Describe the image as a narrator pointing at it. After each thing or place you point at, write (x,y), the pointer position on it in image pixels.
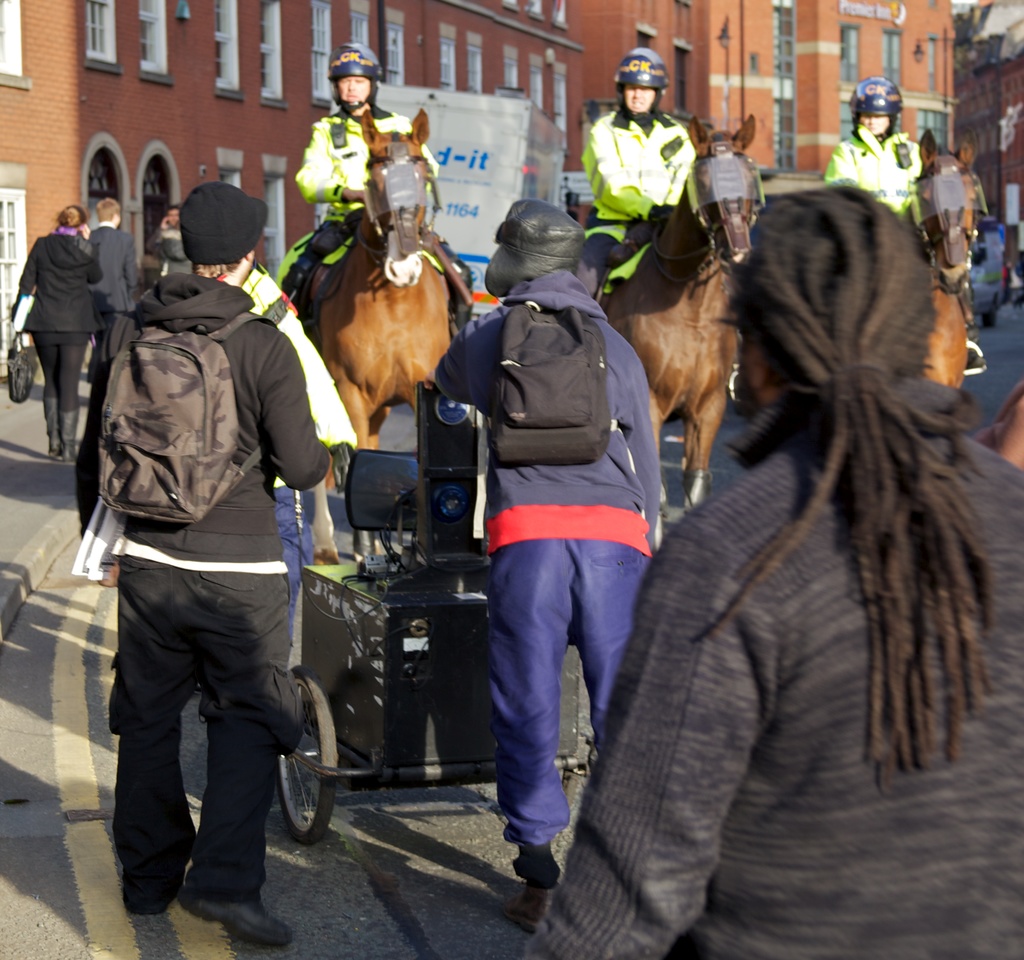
On the background (698,67) we can see buildings (966,125). We can see persons (648,166) riding horses (963,210) on the road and few persons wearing backpacks (213,485) and walking. We can see few persons (72,294) walking on the road (14,882).
